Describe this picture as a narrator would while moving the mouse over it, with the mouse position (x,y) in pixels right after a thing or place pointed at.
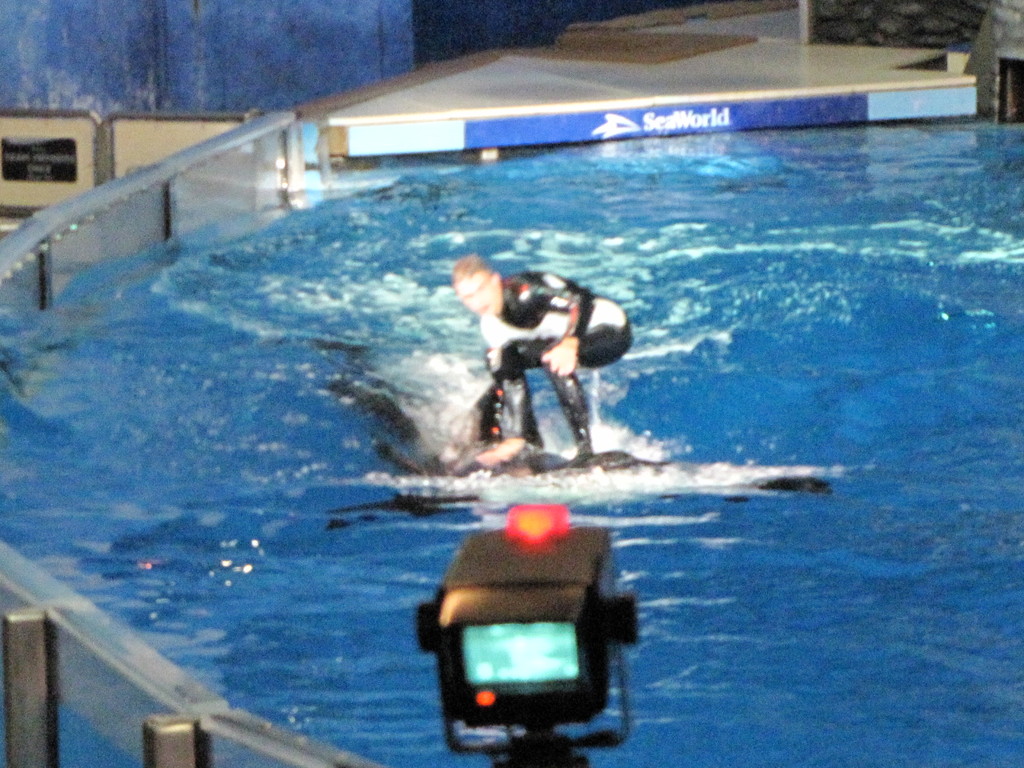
In this picture we can see a man (554,316) on an object (530,459) and the object (516,469) is on the water (383,482). On the left side of the image (136,172), there is glass fence (149,205). At the bottom of the image (486,716), there is a camera (486,716).
